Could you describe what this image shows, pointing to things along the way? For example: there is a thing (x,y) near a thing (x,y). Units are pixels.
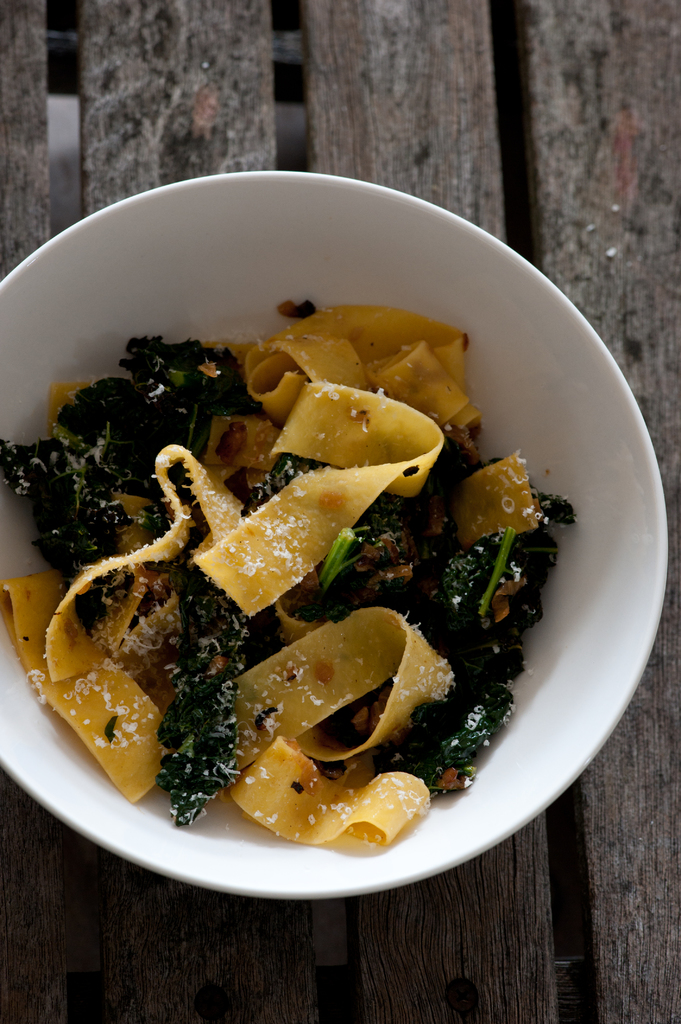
In this picture we can see food (294,503) in the bowl (158,334).
